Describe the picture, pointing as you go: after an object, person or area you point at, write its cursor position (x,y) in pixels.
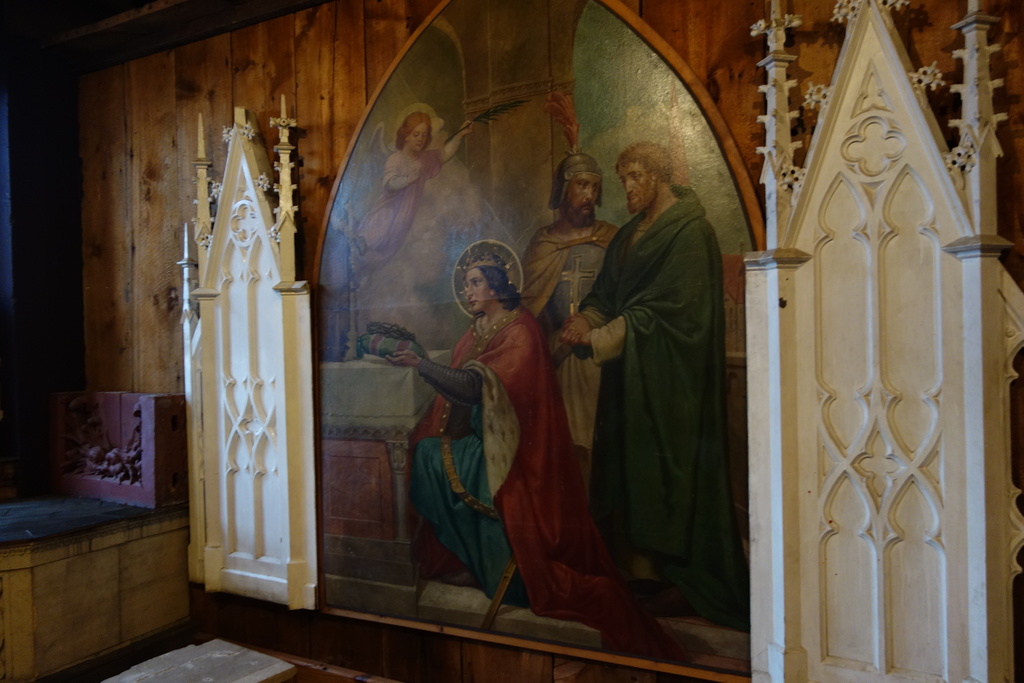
There is a wooden wall (205,77). On that there is a painting (408,317) and some decorations (958,470). On that painting (594,378) there are persons (578,342).
